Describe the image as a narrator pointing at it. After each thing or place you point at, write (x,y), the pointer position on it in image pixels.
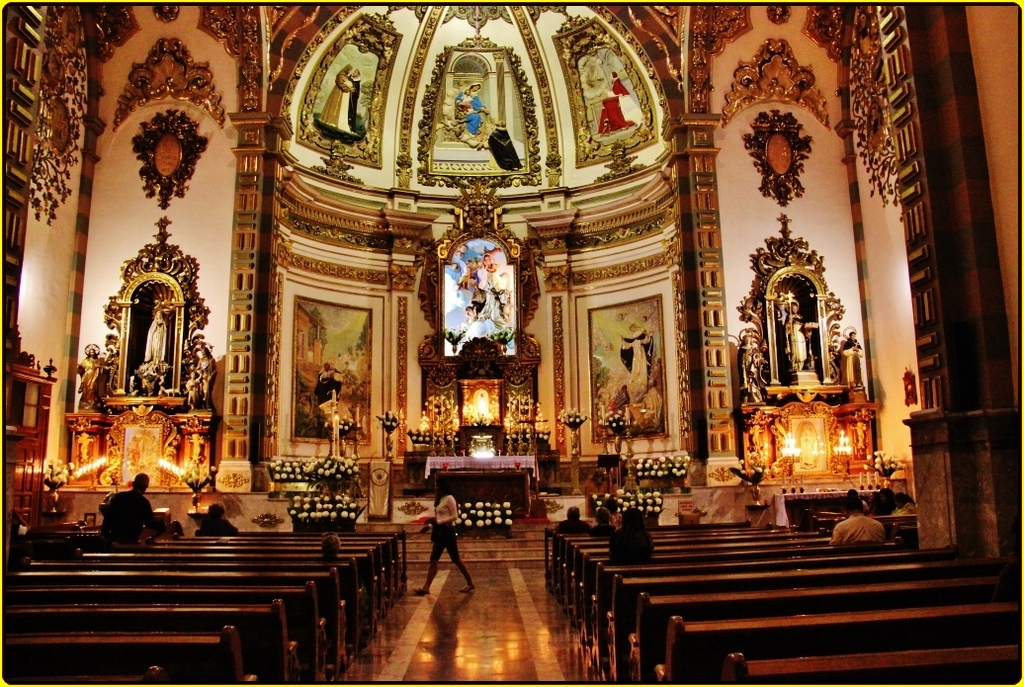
This is an inside view of a church (822,236). In this picture we can see a few sculptures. There are a few benches (260,676) on the floor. We can see some flowers (295,461), candles (508,413) and a table (471,479).
